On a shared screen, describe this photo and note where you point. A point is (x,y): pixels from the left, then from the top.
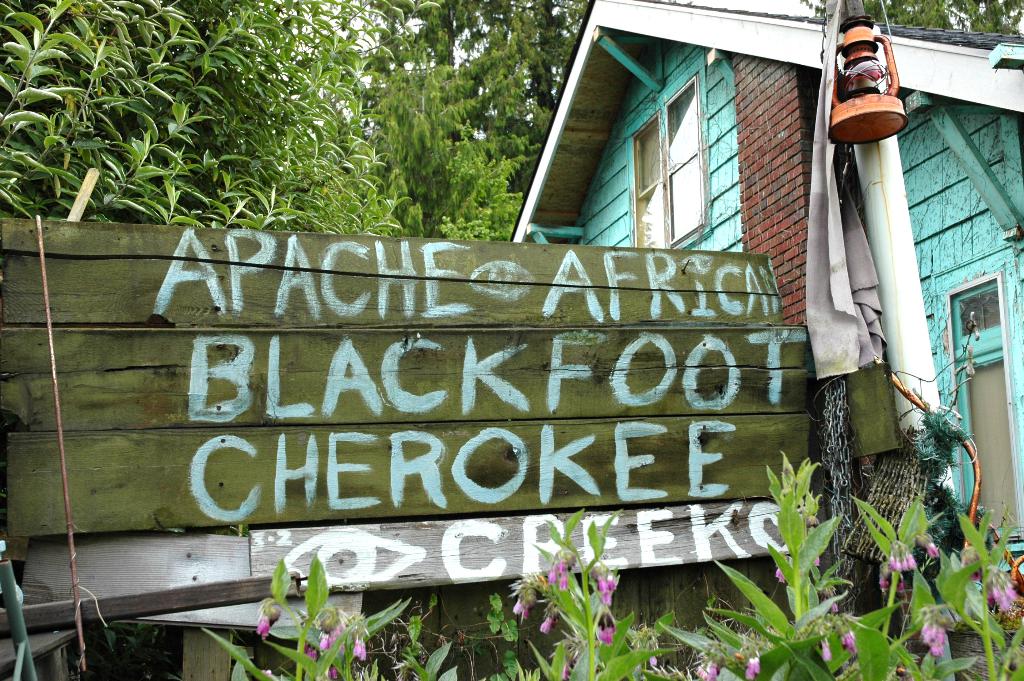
In this image there is a wooden board (272,476) in the middle (360,430) on which there is some text (351,344). At the bottom (633,638) there are flower plants (601,647). On the right side (687,161) there is a wooden house (698,187). In the background (412,123) there are trees (461,125). On the right side (909,219) there is a pole (891,172) to which there is a lantern (845,119).
